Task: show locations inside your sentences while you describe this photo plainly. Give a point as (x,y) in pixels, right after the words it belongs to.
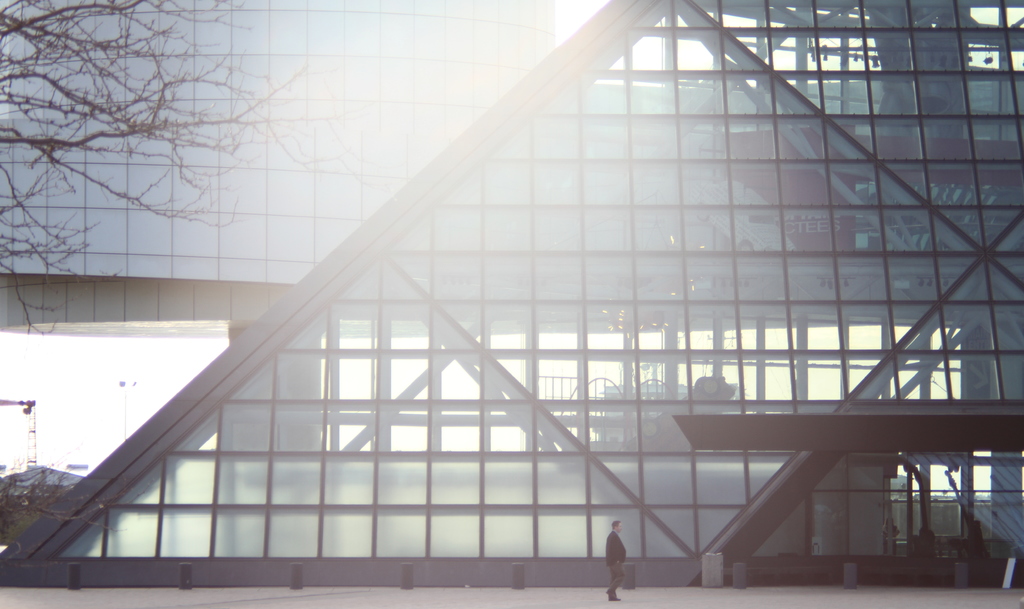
Here in this picture we can see a glass building (484,223) present over a place and in the front (613,581) we can see a person (613,534) standing on the ground (623,603) and we can also see plants (43,495) and trees (27,497) in the far and we can see sky (45,386) is clear and we can also see tower (30,425) present.
